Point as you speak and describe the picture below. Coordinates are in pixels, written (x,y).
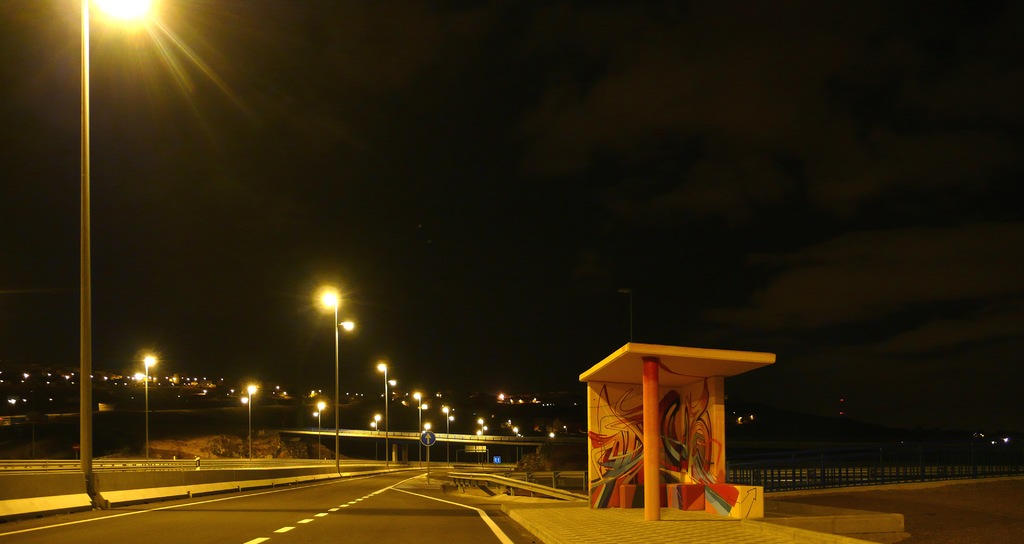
In this image we can see road (412,496), fence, poles (249,452), lights (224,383), bridge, pillar (649,381), shelter (647,430), and boards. In the background (507,200) there is sky (1016,350).
